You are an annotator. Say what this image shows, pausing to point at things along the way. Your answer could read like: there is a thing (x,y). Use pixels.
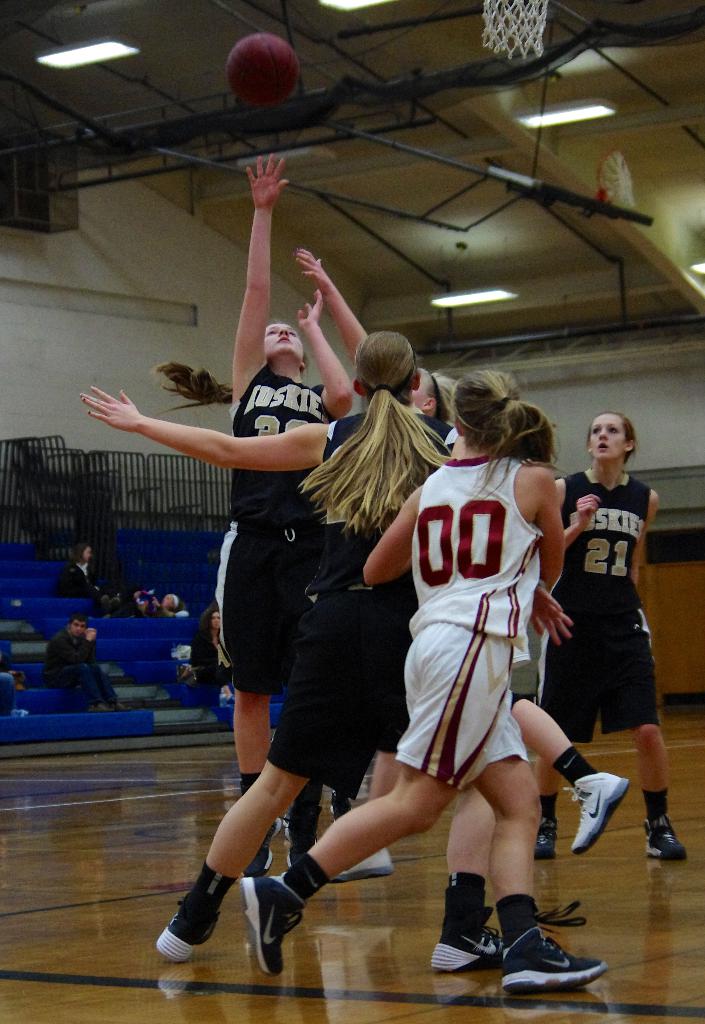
In this image I see few women (418,540) who are wearing jerseys (305,502) and I see the basket ball court (20,770) and I see the ball (254,61) over here and I see the net (504,18) over here. In the background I see few people (71,660) who are sitting and I see the wall (54,361) and I see the lights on the ceiling (405,73).
